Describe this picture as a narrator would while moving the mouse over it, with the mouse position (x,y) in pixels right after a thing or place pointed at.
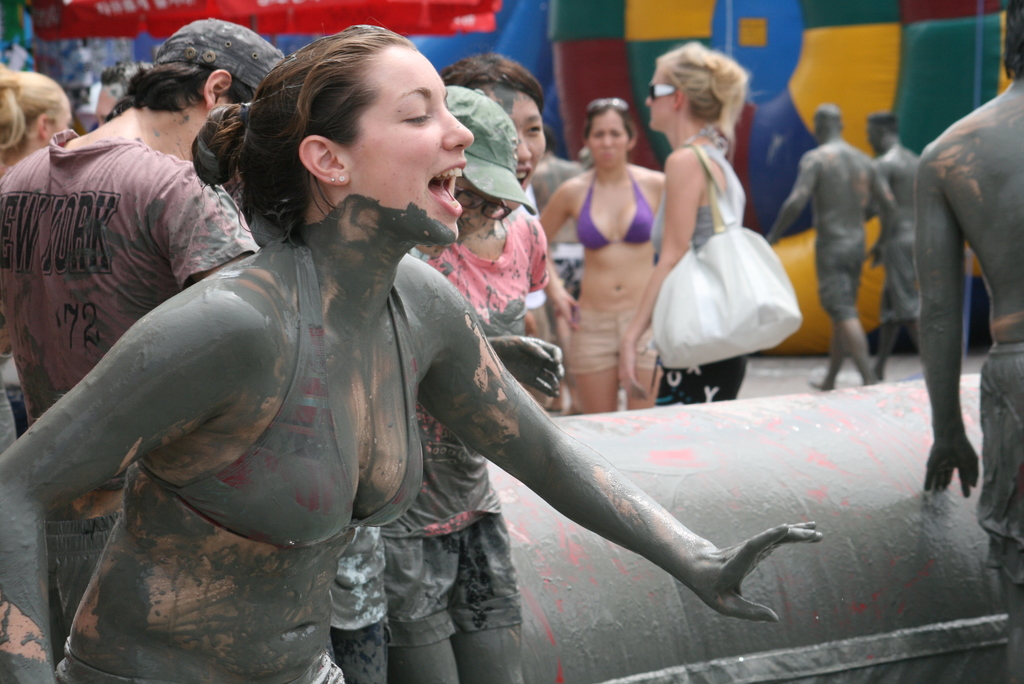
On the left side (269,355), there is a woman (184,331) having mud (184,331) on her body (355,376), speaking. In the background (884,247), there are other persons (488,89) and there is mud (803,484) on an object (820,395).
